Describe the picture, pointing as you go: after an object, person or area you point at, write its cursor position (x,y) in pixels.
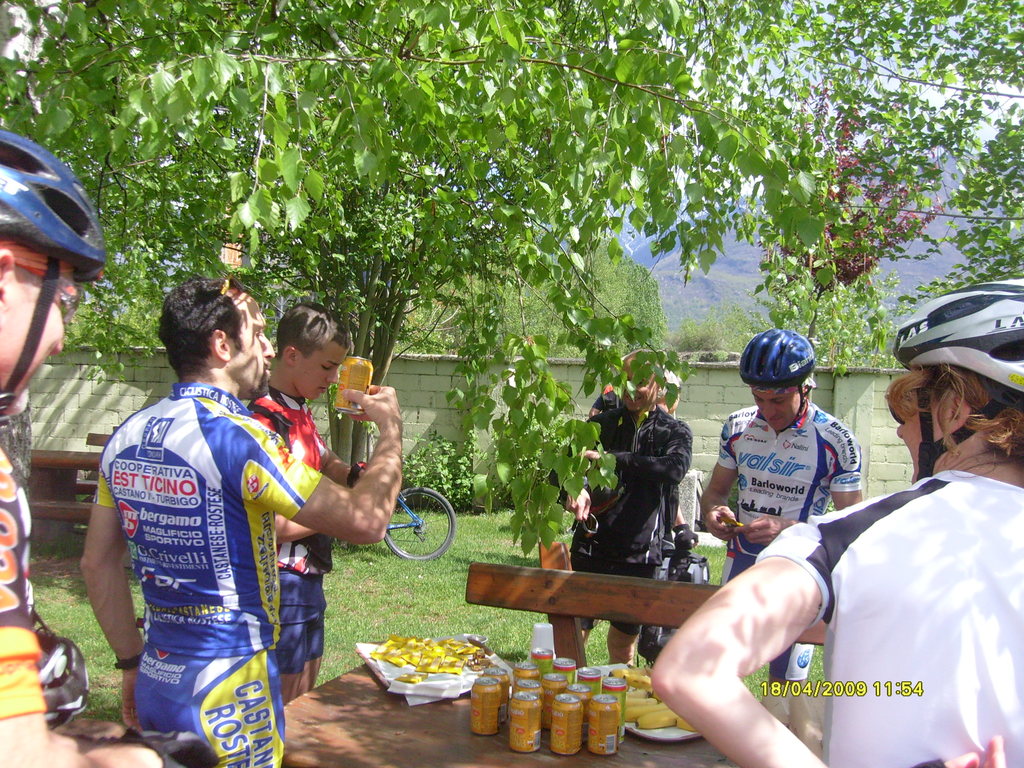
In this image in front (235,756) there are people (277,741) standing in front of the table (629,749). On top of the table (649,754) there are bananas (635,724), tins (573,706) and a few other objects (676,733). Behind them there is a cycle (429,558). There is another wooden table (57,504). At the bottom of the image (369,585) there is grass (393,592) on the surface (451,565). In the background of the image (418,382) there is a wall (432,386). There are trees (539,156) and sky (895,84). There is some text (776,696) on the right side of the image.
